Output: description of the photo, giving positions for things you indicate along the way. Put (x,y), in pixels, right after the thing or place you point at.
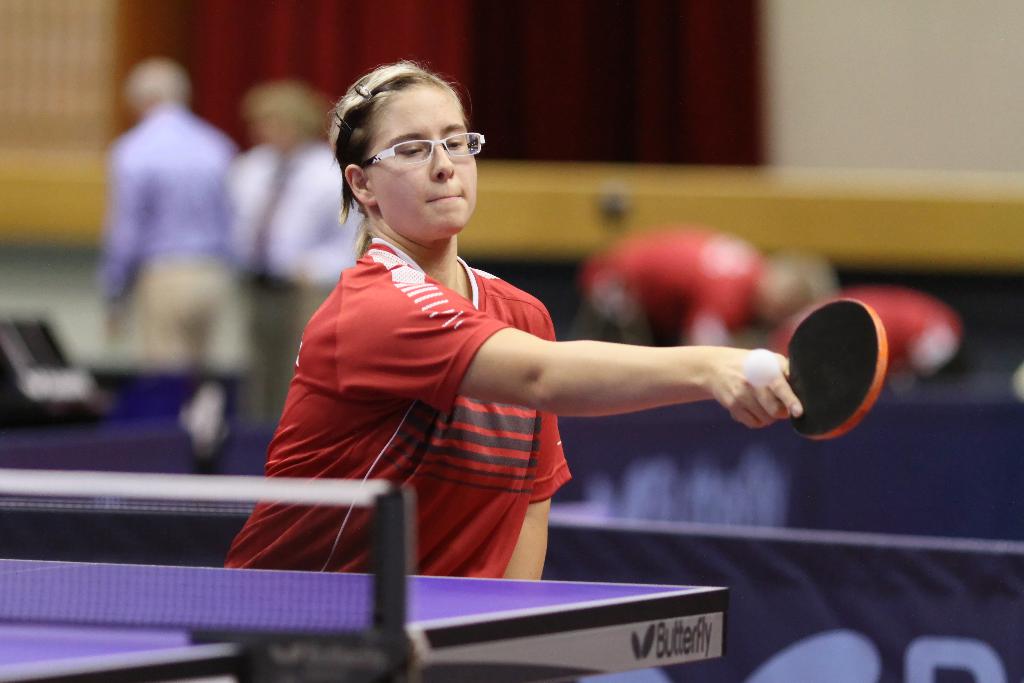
In this picture a girl (419,175) playing a table tennis, i could see in her right hand (747,384) she is holding a bat (816,360) and hitting a ball (758,364) she is wearing a red colored t shirt (408,442) and in the left corner (105,572) there is a table tennis table (236,579). In the back ground (650,293) i could see people (689,261) wearing red t shirt (714,278) and to the left (239,200) background (253,208) i could see wearing a formals (230,218).
